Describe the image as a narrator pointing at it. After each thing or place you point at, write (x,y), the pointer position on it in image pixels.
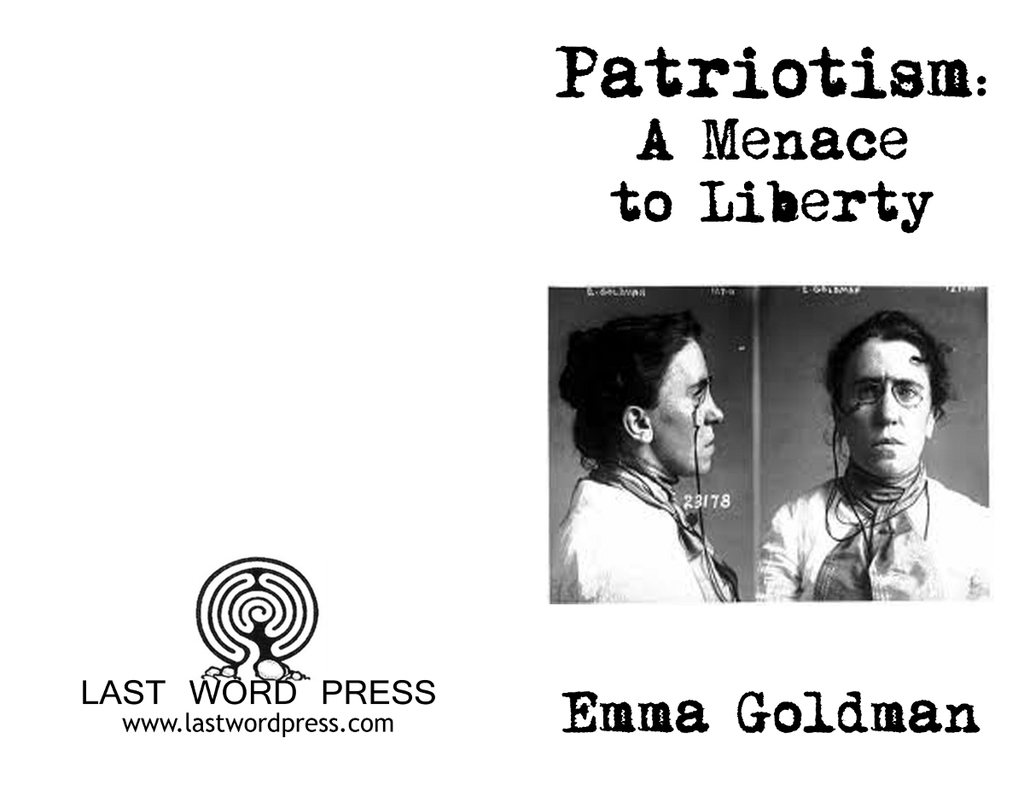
In this image we can see a poster (633,713). On the left side of the image (135,694) we can see some text (177,717) and a logo (219,673). On the right side of the image (822,393) we can see two pictures (779,379) and some text (707,207) was written.
